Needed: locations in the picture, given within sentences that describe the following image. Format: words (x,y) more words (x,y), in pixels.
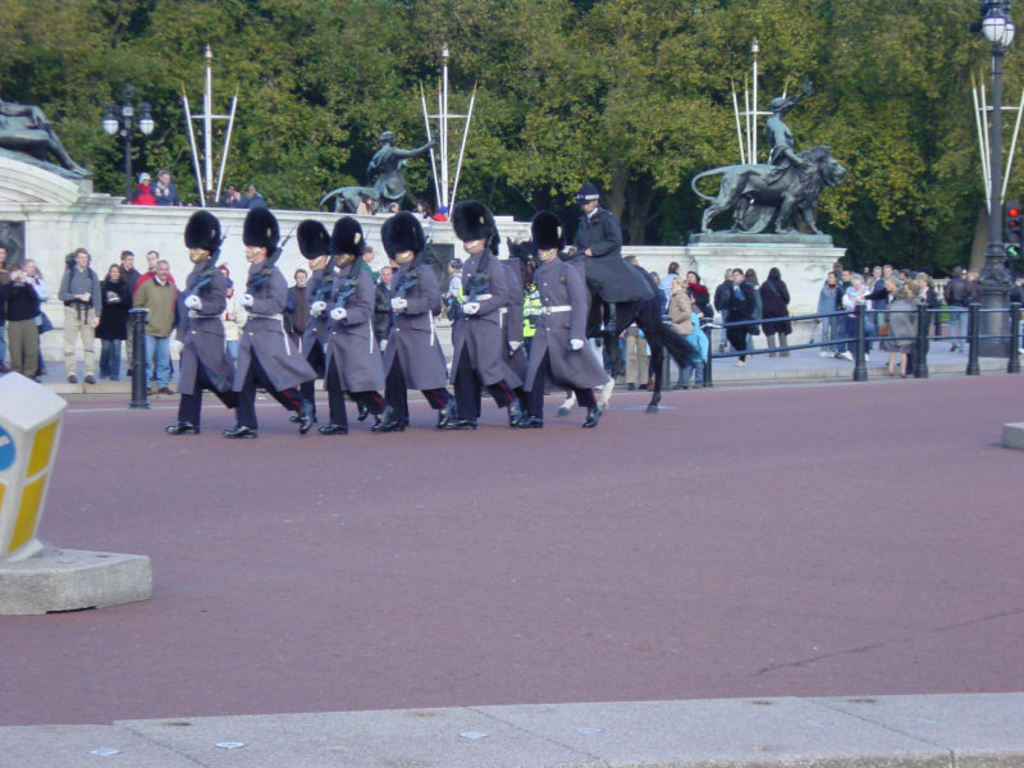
This picture describe the about many soldier (449,422) wearing grey color gown (511,306) and holding a guns (410,282) in the hand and marching on the street (447,609). Beside we can see man (625,291) riding a horse (588,309). Behind we can see many group of people (84,272) standing and watching this. In the background (799,172) we can see some statues (784,167) on the wall (803,272) and some trees (293,131).
